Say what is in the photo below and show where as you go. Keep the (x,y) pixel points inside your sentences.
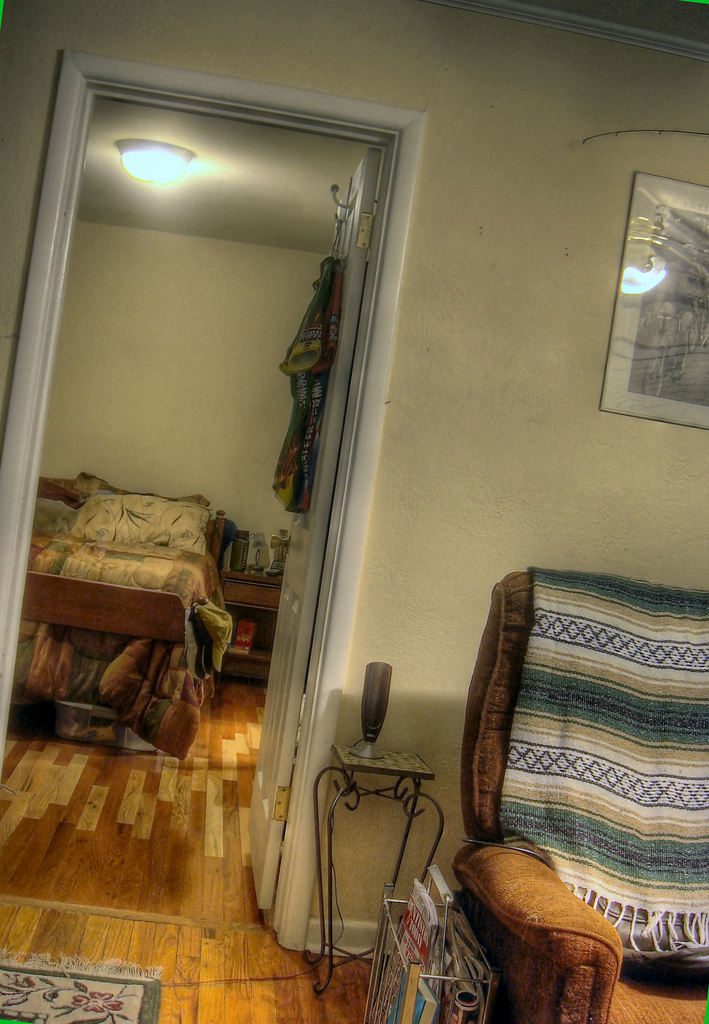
In this picture there is a couch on the right (484,813) books (424,930) kept here and there is a room (167,752) with bed (159,579) some pillow (150,505) and on the ceiling (196,162) there are light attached here there is a wall (509,258) with photo frame (673,236).
